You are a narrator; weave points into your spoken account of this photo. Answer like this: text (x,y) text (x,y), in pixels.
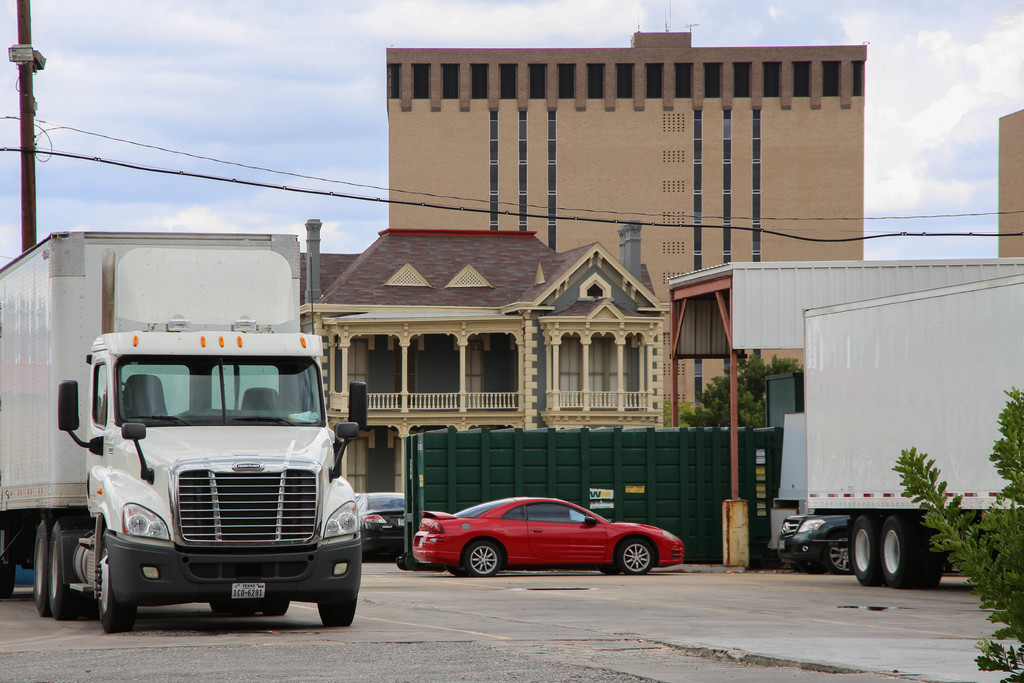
There are trucks (215,518) on both the sides of the image and there is a house (503,387), cars (518,499), shed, it seems like a container (518,482) and a tree (705,410) in the center (420,384), there is a pole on the left side (12,46). There are buildings (683,113) and sky (938,65) in the background area (541,204), there is a tree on the right side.
